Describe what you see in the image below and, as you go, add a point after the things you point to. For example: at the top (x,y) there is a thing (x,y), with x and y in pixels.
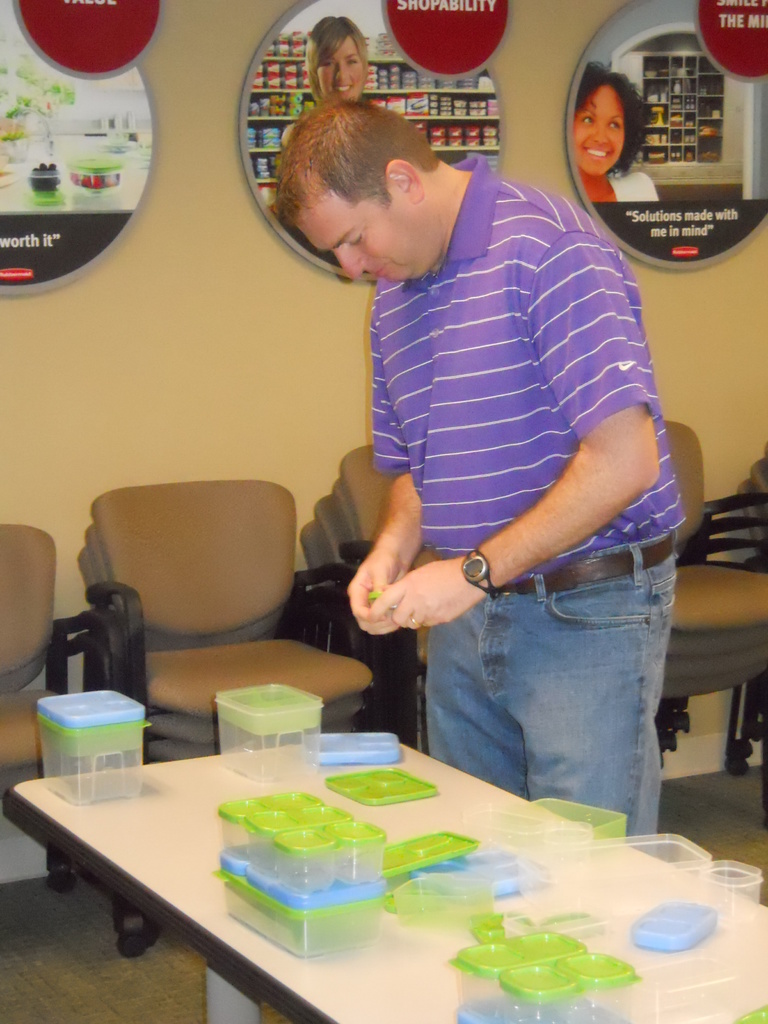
This picture is clicked inside the room (627,977). In the foreground (362,989) we can see the boxes (357,835) and the lids (401,783) are placed on the top of the table (170,864) and we can see a person (469,300) wearing t-shirt (475,386), holding some objects (376,595) and standing. In the background (81,185) we can see the text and the pictures (389,71) of persons (338,57) and the pictures (683,86) of many other objects (268,77) on the posters (636,94), attached to the wall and we can see the chairs (312,565).
